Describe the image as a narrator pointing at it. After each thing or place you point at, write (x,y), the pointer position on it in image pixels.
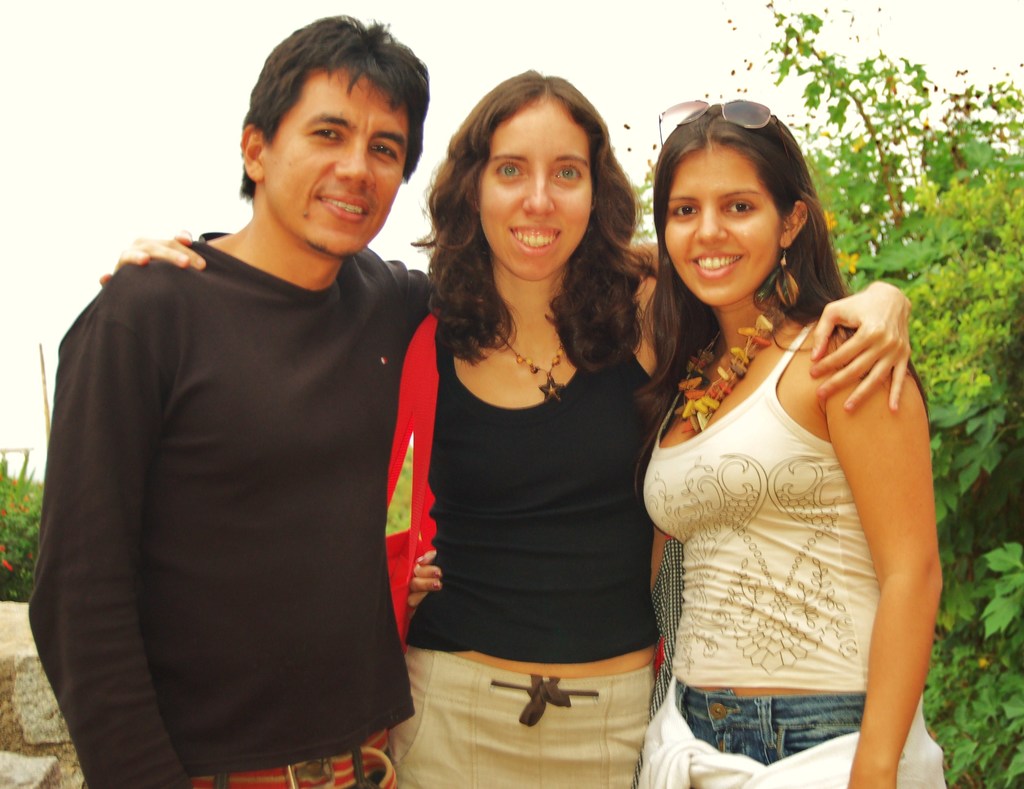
In this image I can see three people (594,500) are standing. In the background (918,267), I can see the trees (963,275).
